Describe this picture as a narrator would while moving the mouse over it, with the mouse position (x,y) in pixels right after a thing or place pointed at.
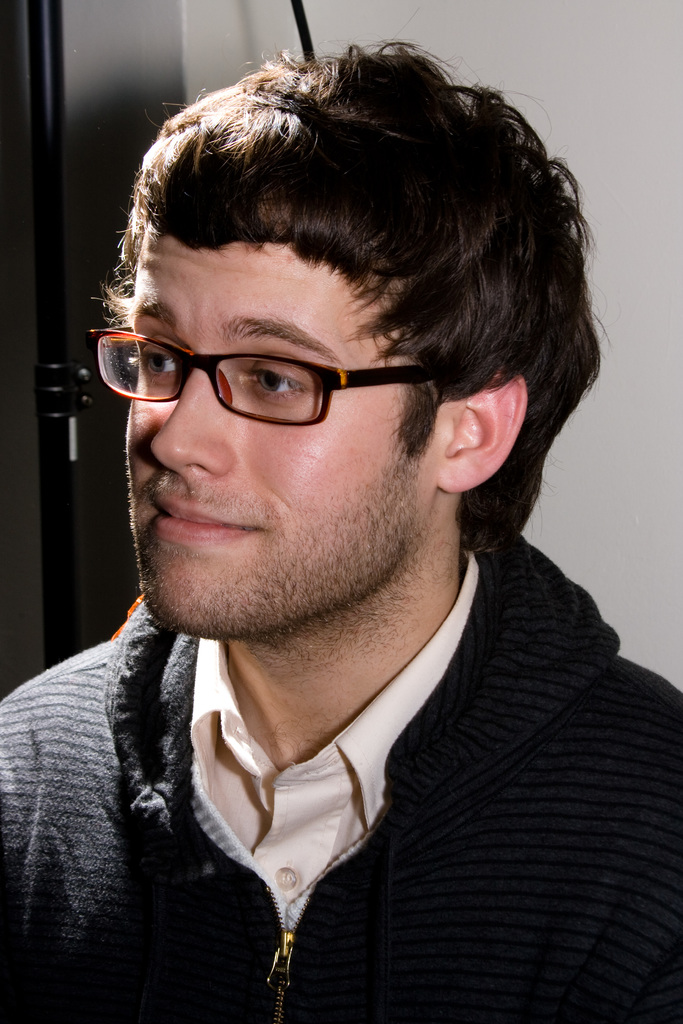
In this image I see a man (364,162) who is wearing a black jacket (46,1016) and a cream colored shirt (267,804) and he is wearing spectacles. In the background (140,19) I can see black colored rod (60,597) and white color wall (673,413).
